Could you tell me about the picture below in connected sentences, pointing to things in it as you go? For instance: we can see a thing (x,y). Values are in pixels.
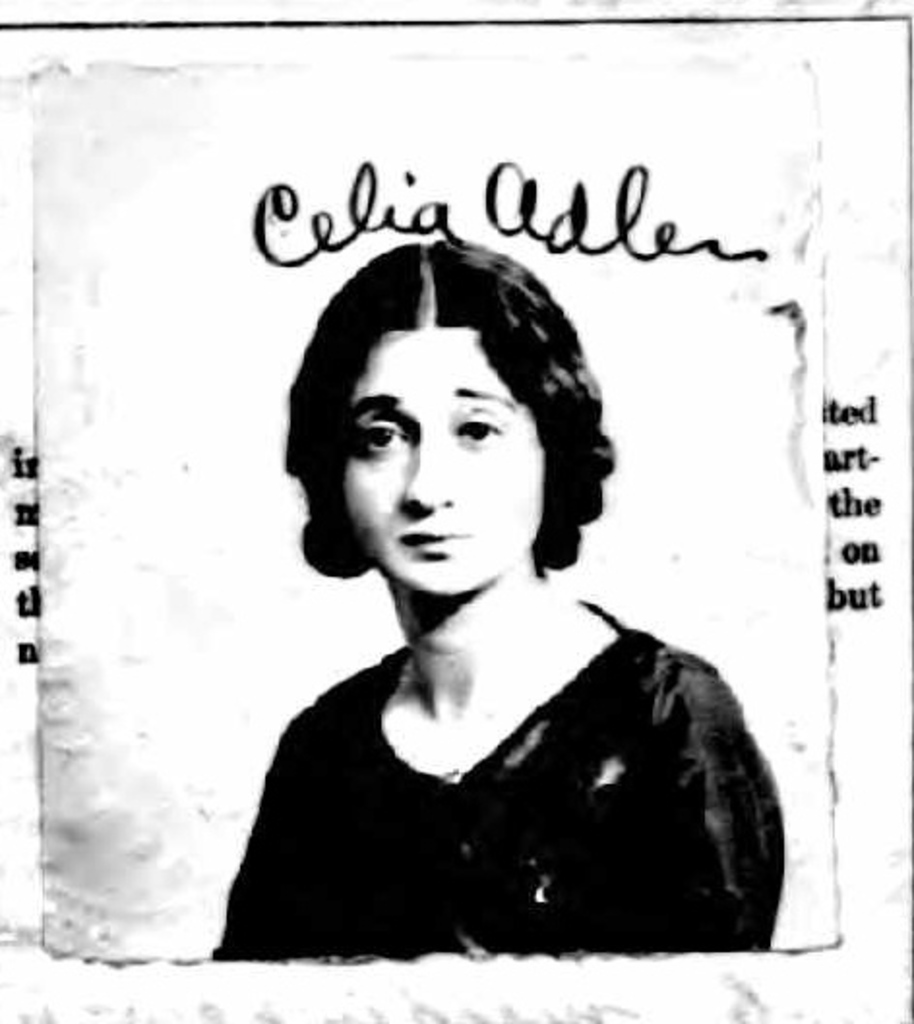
The picture consists of photograph (227,782) of a woman (513,514). At the top (518,201) there is text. On the right (840,494) there is text (837,513). On the left (24,568) there is text (21,599).
